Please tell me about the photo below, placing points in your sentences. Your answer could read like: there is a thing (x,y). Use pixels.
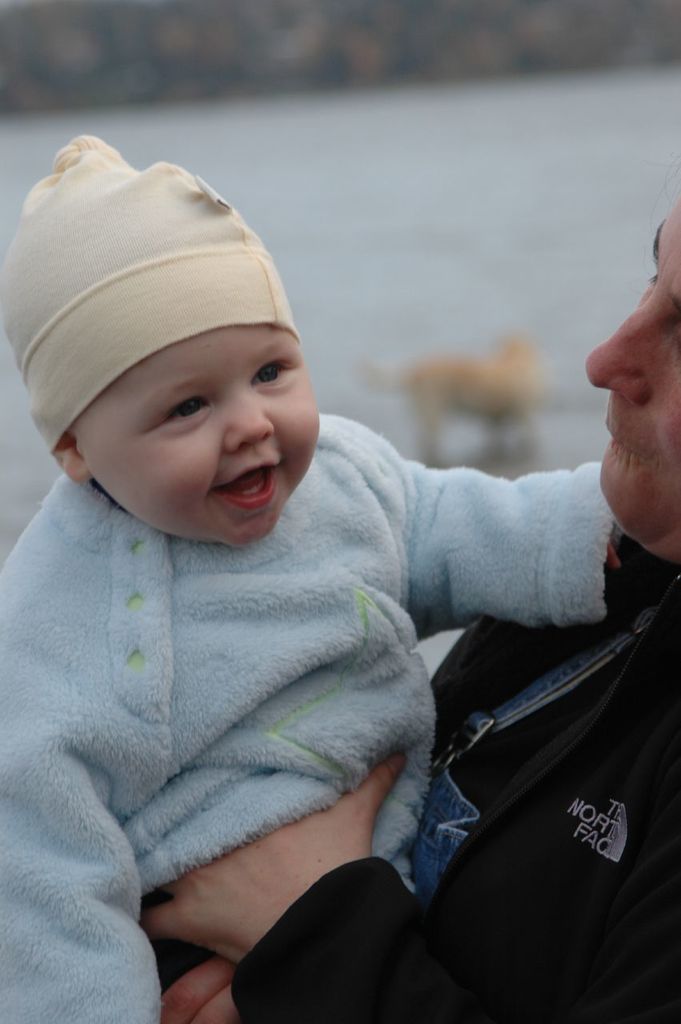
In this image we can see a man (546,671) carrying a child (325,694). On the backside (445,122) we can see a large water body (490,233) and a dog (438,426).
